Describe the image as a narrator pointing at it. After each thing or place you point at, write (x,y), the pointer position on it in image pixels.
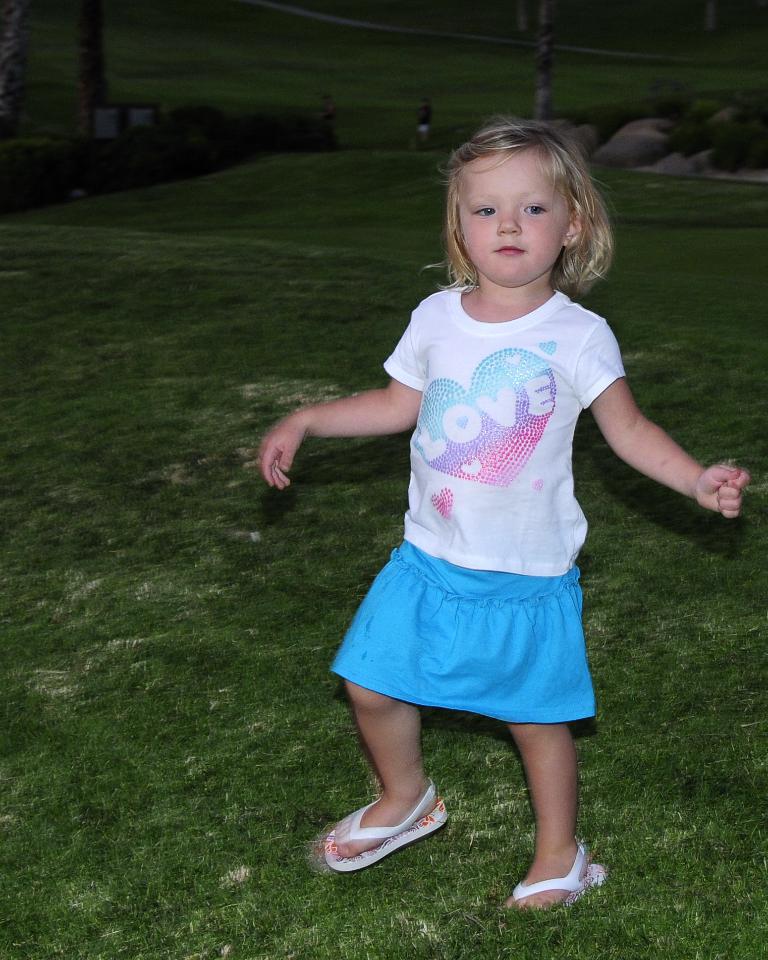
In this picture we can observe a girl (467,494) wearing white and blue color dress (457,479). She is standing on the ground (228,631). There is some grass (161,563) on the ground (185,785). In the background (609,118) there are some stones (658,133) and plants (243,139).
